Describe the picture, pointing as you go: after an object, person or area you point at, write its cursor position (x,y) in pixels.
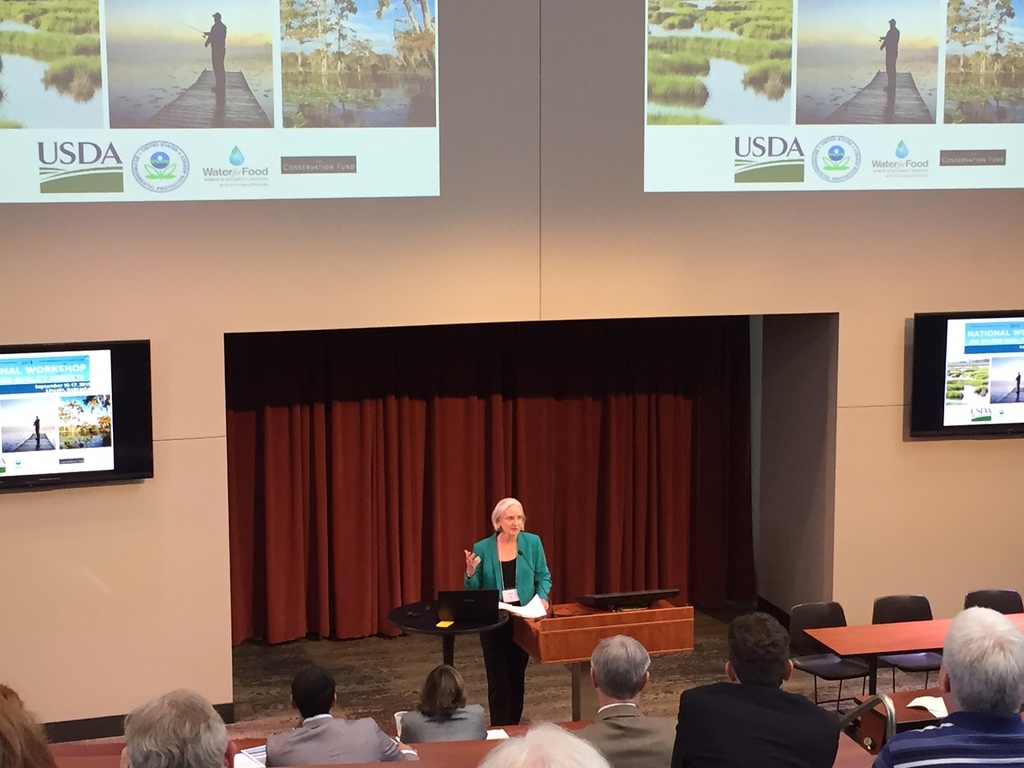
In this image i can see few persons (735,749) sitting at the front (739,711) i can see a woman (498,577) standing a chair (807,624), a bench (842,645), a wall (881,485), a screen (928,386) and a curtain (622,452).
